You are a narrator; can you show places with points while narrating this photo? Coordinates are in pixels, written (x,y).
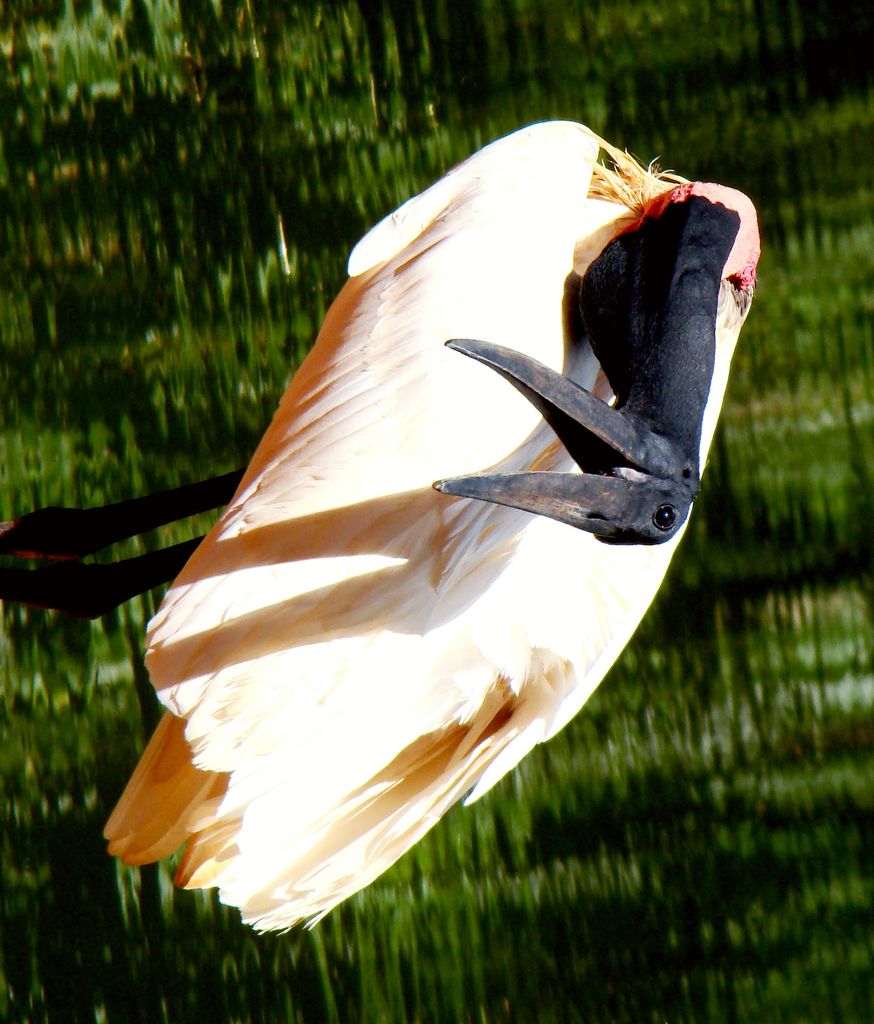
In this picture we can see a bird (707,305) on the ground (15,268).
